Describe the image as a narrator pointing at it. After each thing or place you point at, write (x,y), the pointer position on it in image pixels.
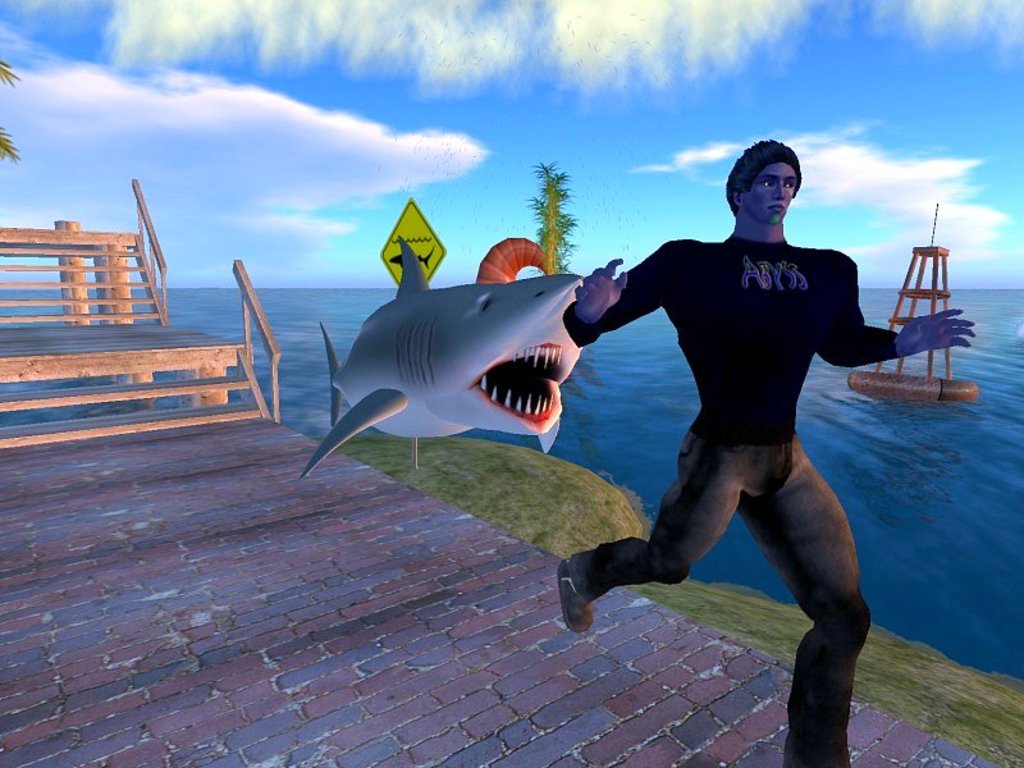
This image is an animated image. At the top of the image (511,138) there is the sky (569,173) with clouds (733,153) and there is a floor (405,704). On the left side of the image (182,395) there are a few stairs (117,344). There is a railing (247,354). In the middle of the image (564,356) there is a shark (478,381) about to bite a person (718,353). A man (763,395) is running on the floor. In the background (909,454) there is the sea (910,457). There is a tree (556,238) and there is a signboard (431,250).
